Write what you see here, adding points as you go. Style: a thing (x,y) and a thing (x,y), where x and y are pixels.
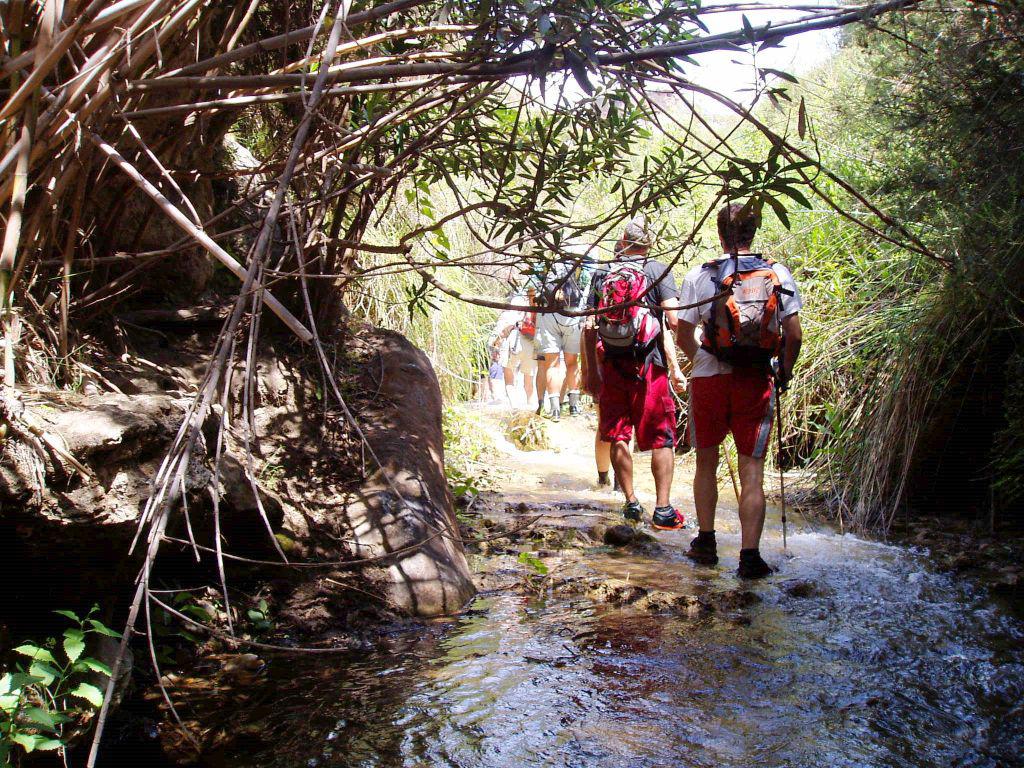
In this picture we can see a group of people (529,348). At the bottom of the image (675,551), there is water (618,492). In front of the people (566,298), there are trees (666,80) and the sky (714,59).
